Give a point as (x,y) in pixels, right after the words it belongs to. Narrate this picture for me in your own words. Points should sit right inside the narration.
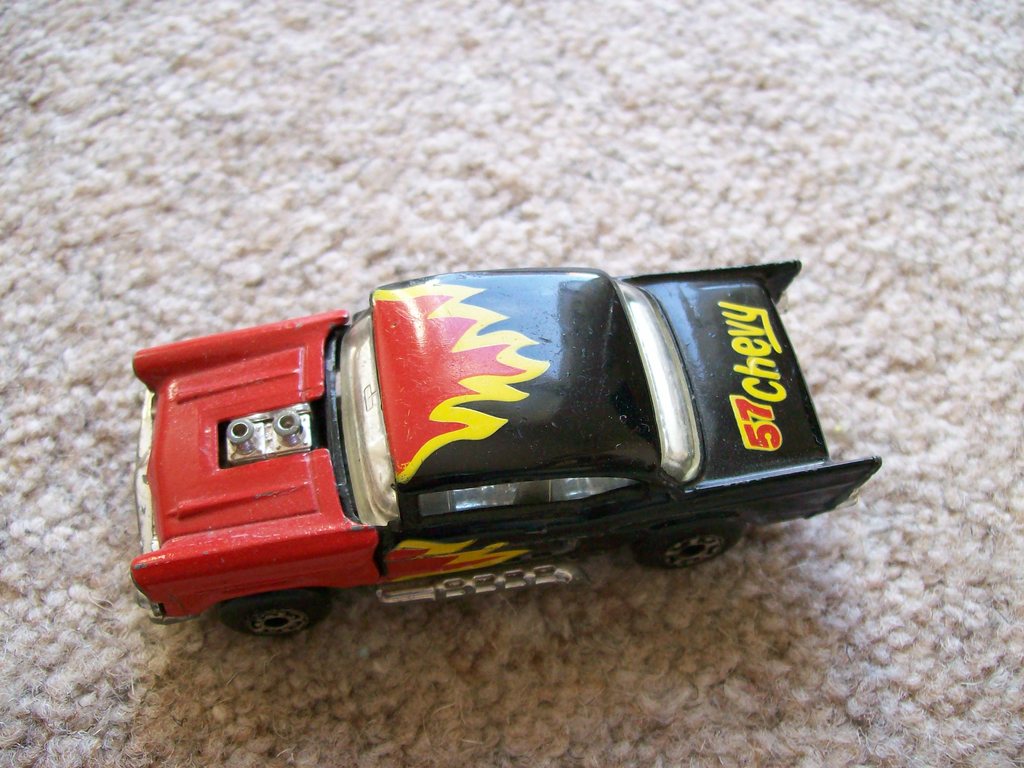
In this image I can see a toy car (521,443) which is in red and black colors. At the bottom (442,726), it seems to be a mat (389,215).
